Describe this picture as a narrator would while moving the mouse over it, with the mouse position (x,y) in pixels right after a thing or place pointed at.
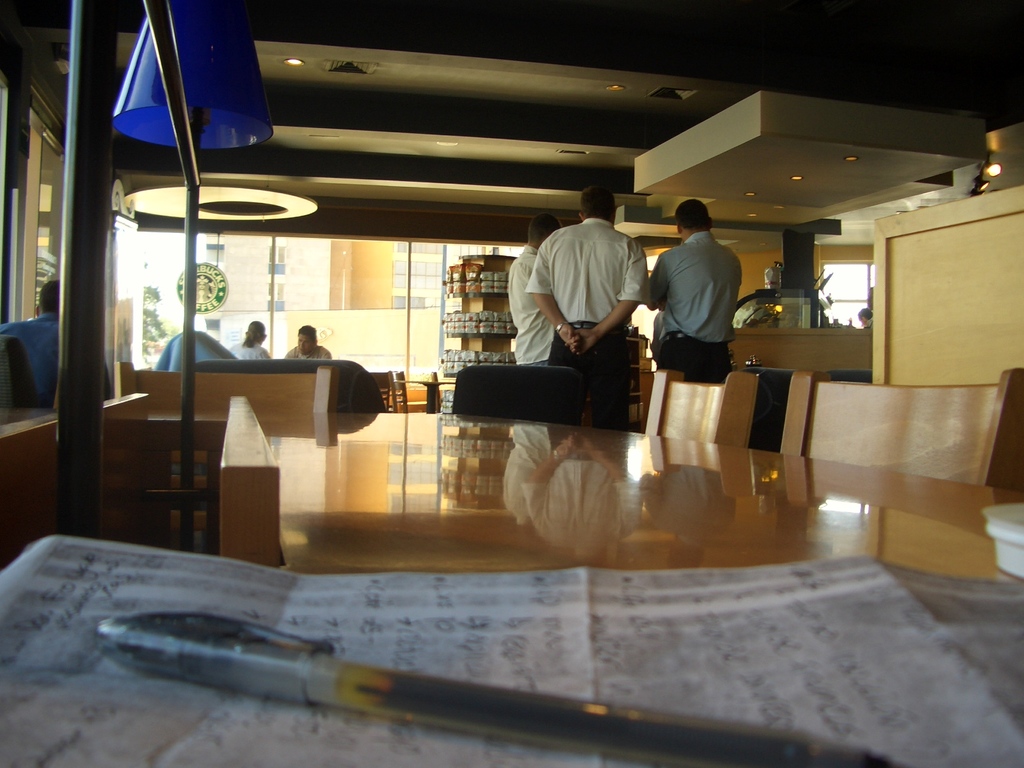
In the picture we can see some persons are sitting and some are standing near the table (604,461) and chairs (739,399), And we can also see pen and paper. In the background (370,325) we can see a glass doors (386,333) and some items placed on the racks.
